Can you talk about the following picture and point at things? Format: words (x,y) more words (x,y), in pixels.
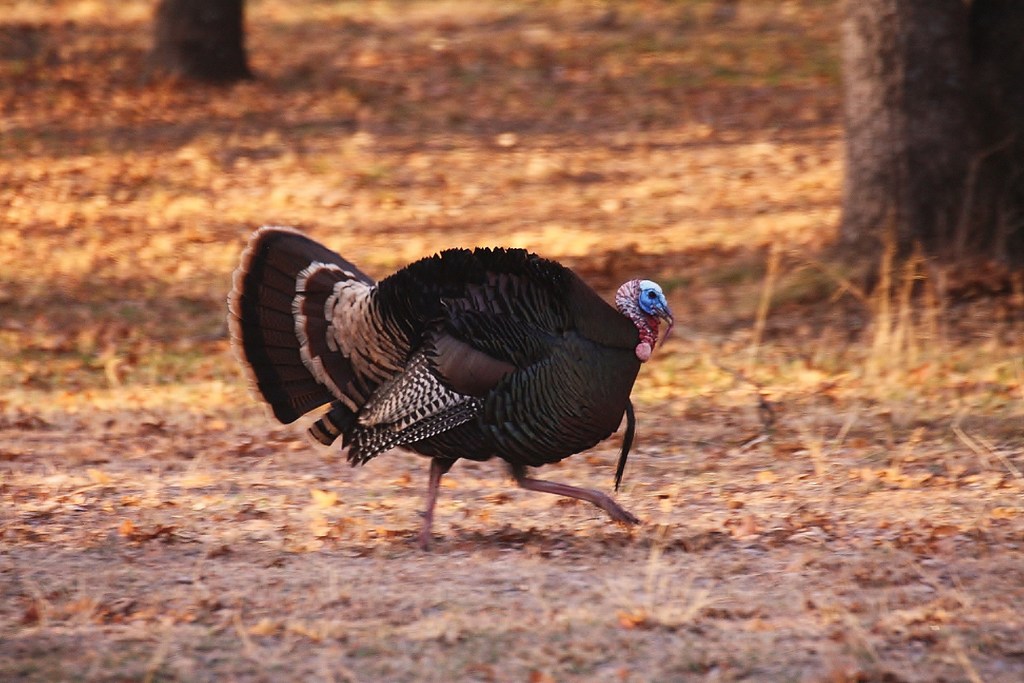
In this picture there is a wild turkey bird (597,432) which is walking on the ground (939,575). In the back (679,233) I can see the grass (804,350) and leaves (604,166).
